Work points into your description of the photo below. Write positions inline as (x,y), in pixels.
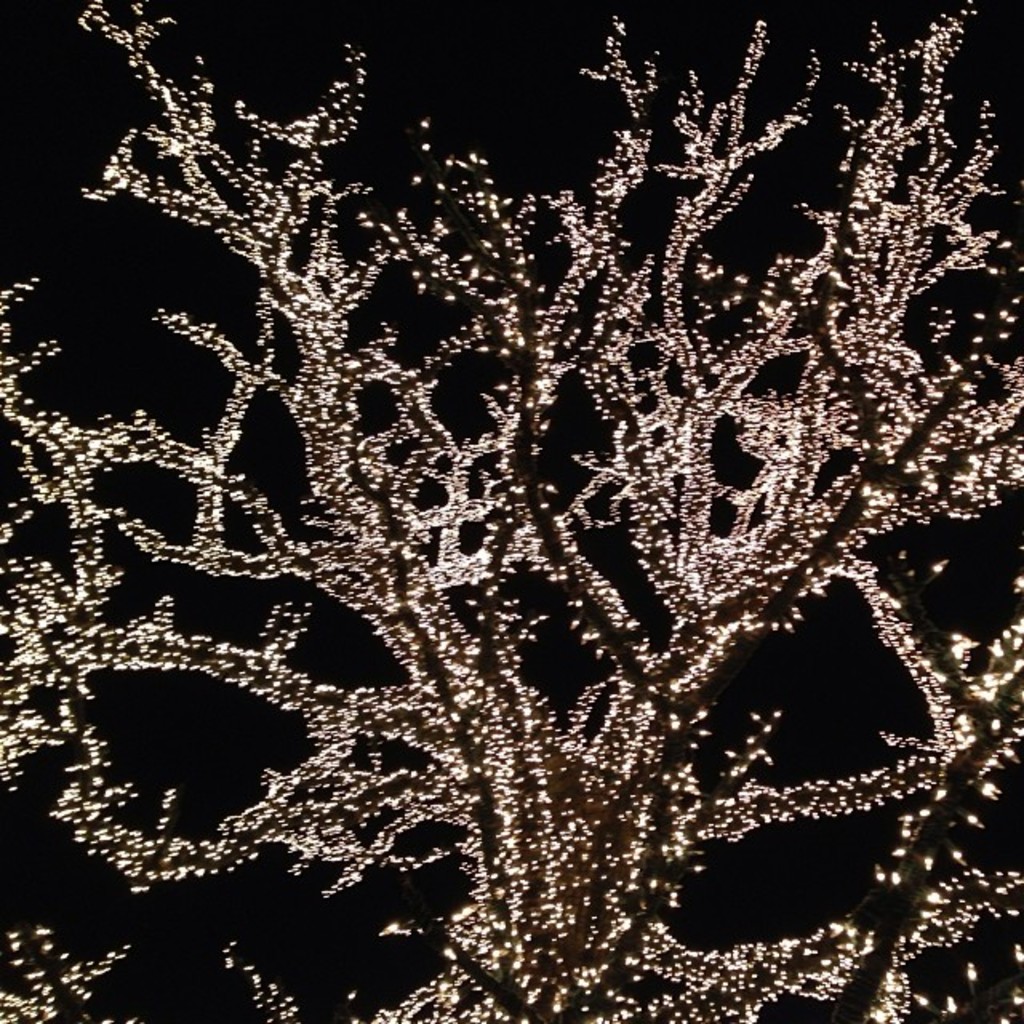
In this image we can see a tree (395,535) with some decorative lights (495,545). In the background of the image (42,31) there is a black background (191,914).
